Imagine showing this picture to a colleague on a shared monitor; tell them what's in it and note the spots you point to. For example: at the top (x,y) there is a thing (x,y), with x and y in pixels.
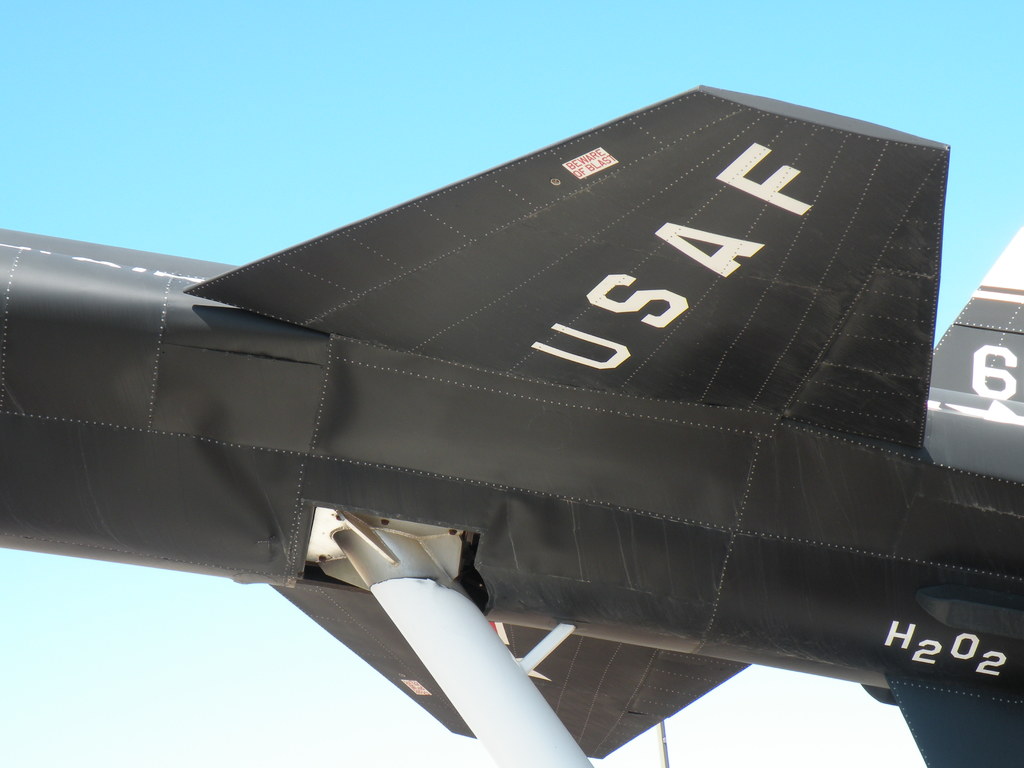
This image consists of an aircraft (476,570). In black color. In the background (57,26), there is the sky (950,114). And we can see the text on the aircraft (632,671).
